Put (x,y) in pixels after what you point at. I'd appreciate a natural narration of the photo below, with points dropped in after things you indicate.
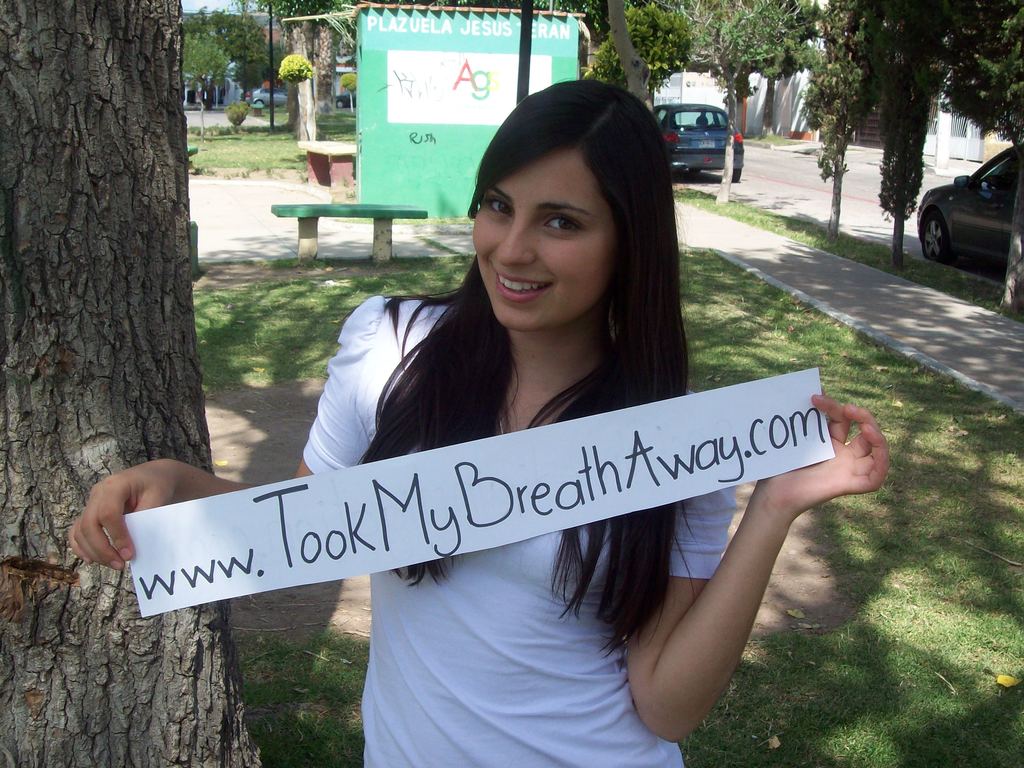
In this image in front (804,442) there is a person (572,618) holding the paper (775,444). At the bottom of the image (888,651) there is grass (899,662) on the surface (885,672). On the right side of the image (929,238) there are cars (968,221) on the road (880,219). In the background of the image (404,172) there are benches (311,212), buildings (418,179), trees (289,36).
